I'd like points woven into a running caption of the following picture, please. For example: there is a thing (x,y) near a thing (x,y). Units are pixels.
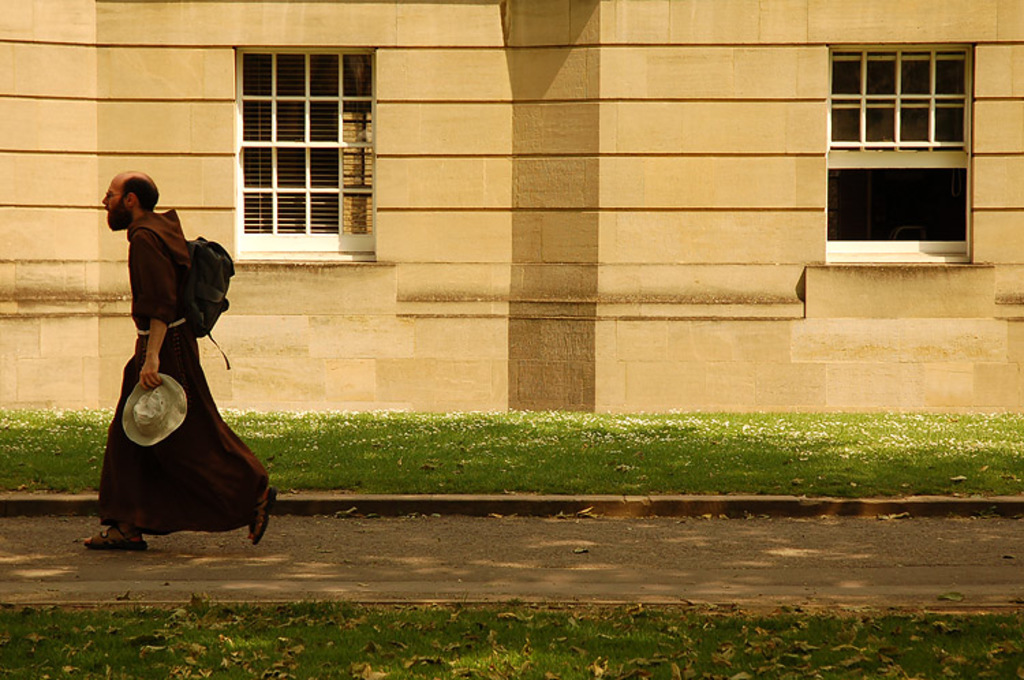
On the left side (152,256), we see a man (194,394) in brown dress (194,394) who is wearing a bag (191,306) is walking on the pavement (301,536). He is holding a hat (140,417) in his hand (154,370). On either side of the pavement (374,518), we see grass (598,639) and dry leaves (756,631). In the background (523,214), we see a building (523,179) or a wall (519,137) and we even see the windows (878,57).
